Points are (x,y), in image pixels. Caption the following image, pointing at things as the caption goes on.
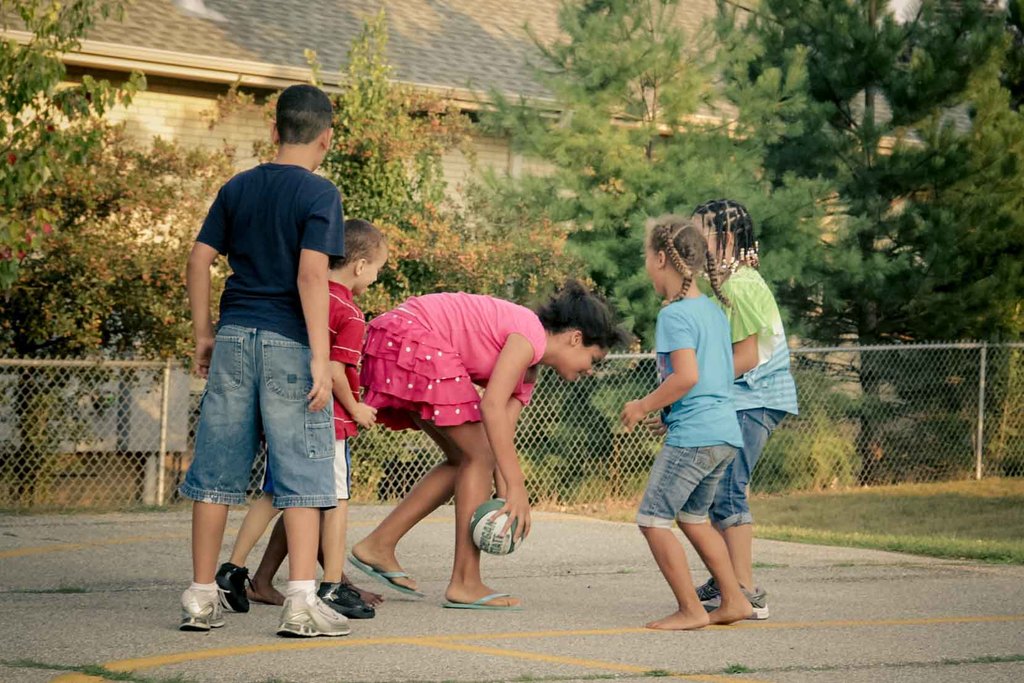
In the middle (460,351) a girl (461,512) is bending and holding the football (503,541) with her hands (515,537). She wore pink color dress (452,363), on the left side (296,500) two boys (300,356) are standing. On the right side (784,340) 2 girls (728,389) are standing, at the back side (188,223) there are trees (188,223) and a house (288,66) in this image.
